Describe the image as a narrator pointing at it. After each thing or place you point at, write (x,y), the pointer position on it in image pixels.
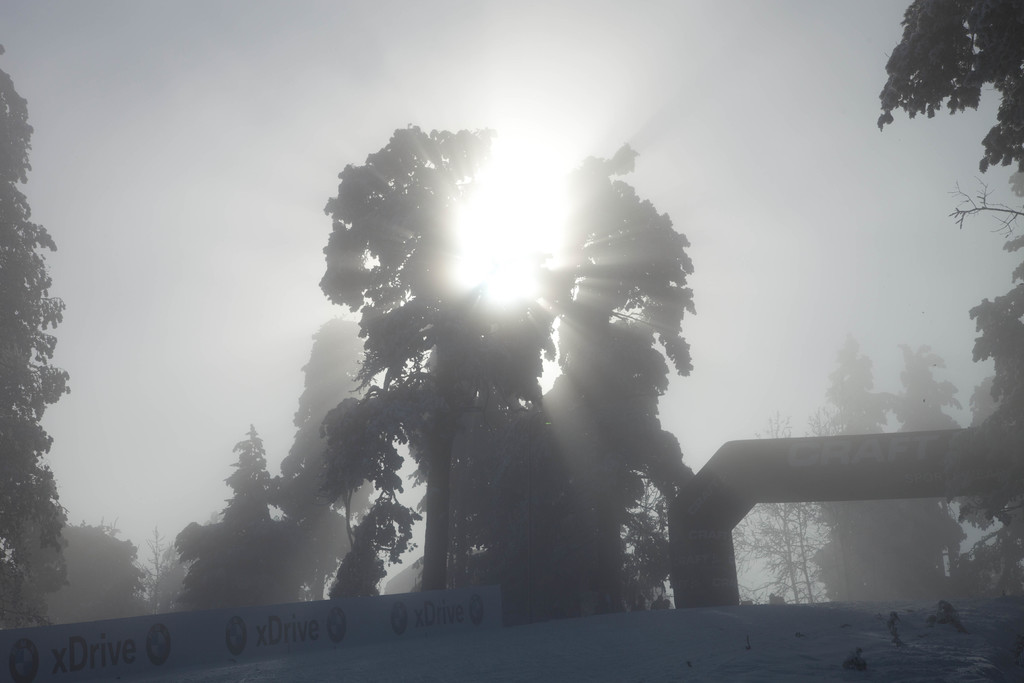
In this image we can see trees (471,315).
